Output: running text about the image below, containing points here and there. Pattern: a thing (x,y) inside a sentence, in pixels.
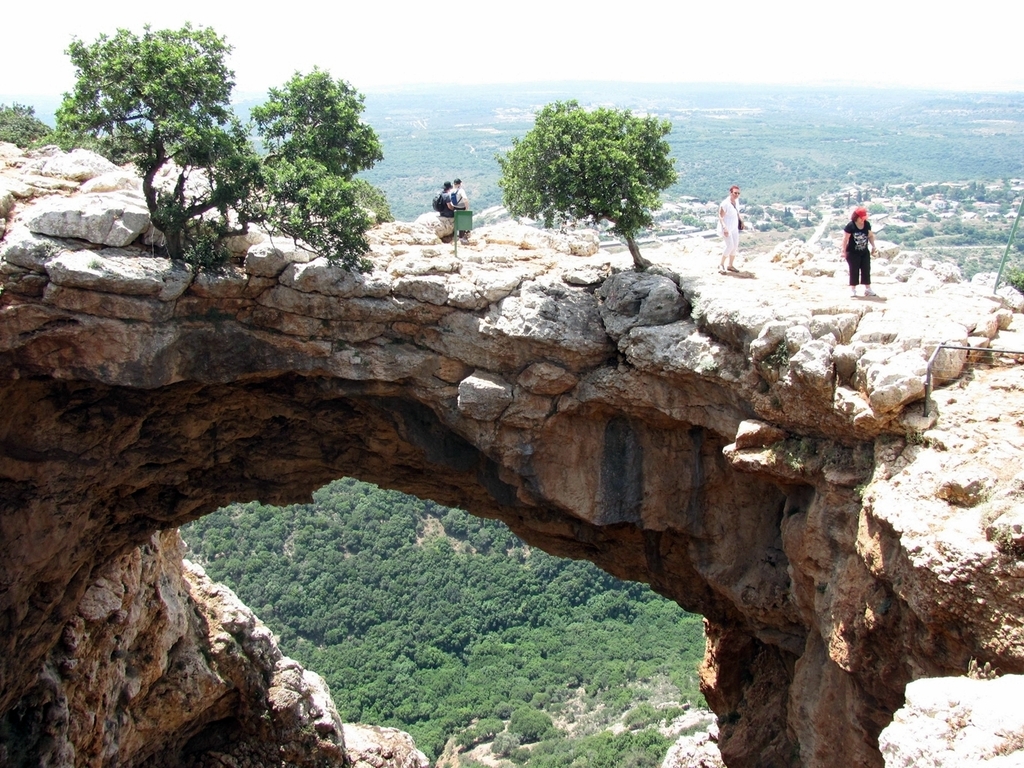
In this image I can see few people (454,212) and few trees (601,148) in the centre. I can also see green colour things (440,561) in the front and in the background of this image (963,248).
